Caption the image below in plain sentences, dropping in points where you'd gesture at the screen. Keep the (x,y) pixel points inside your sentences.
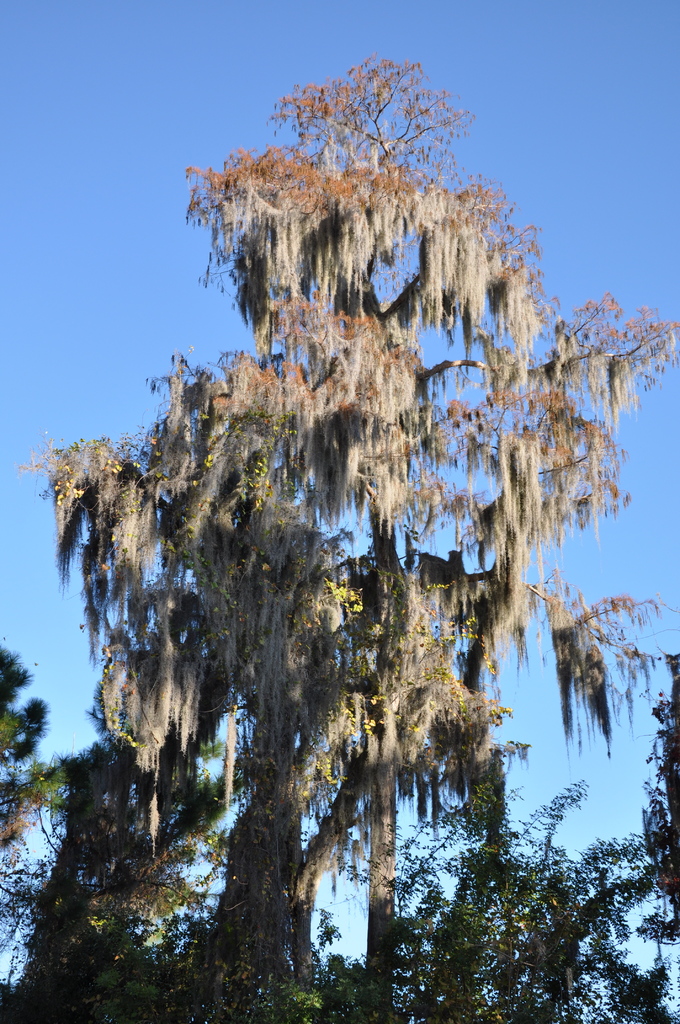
This image is taken outdoors. At the top of the image (133,270) there is a sky (109,322). In the middle of the image (242,396) there are a few trees (457,934) with green leaves (139,855), stems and branches (285,331).
